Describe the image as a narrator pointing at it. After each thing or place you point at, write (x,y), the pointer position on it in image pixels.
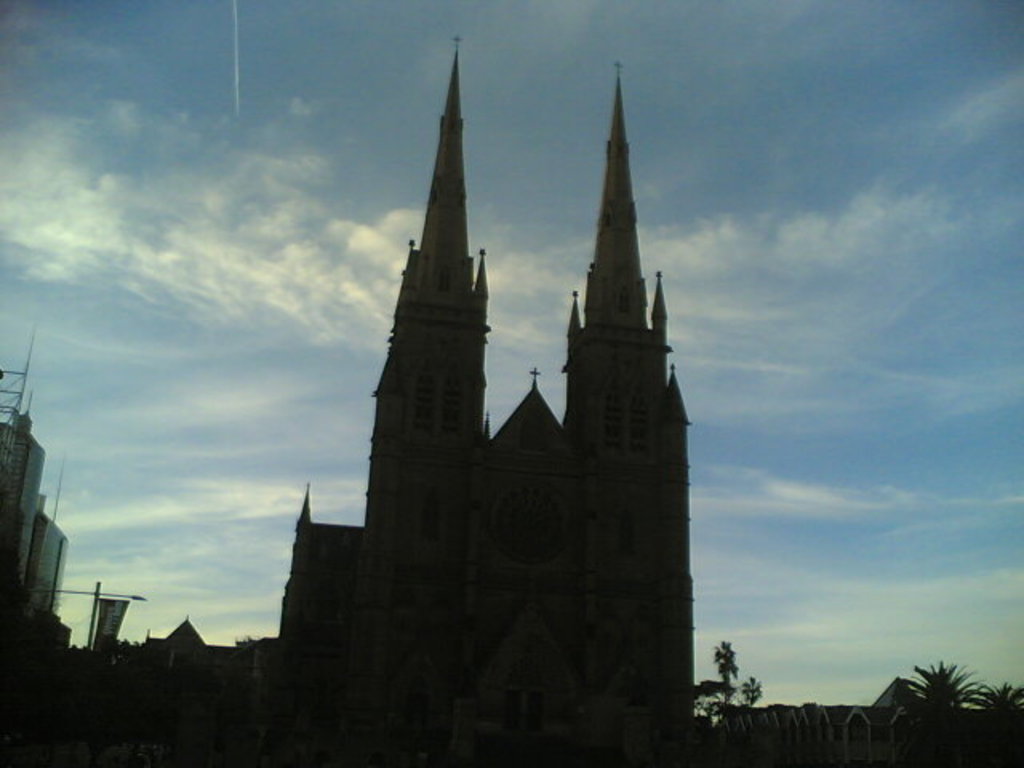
In this image there is a cathedral (471,568) in the center (519,463). In the background (718,709) there are buildings (809,739) and trees (937,697). At the top (529,77) there is the sky (167,284).
